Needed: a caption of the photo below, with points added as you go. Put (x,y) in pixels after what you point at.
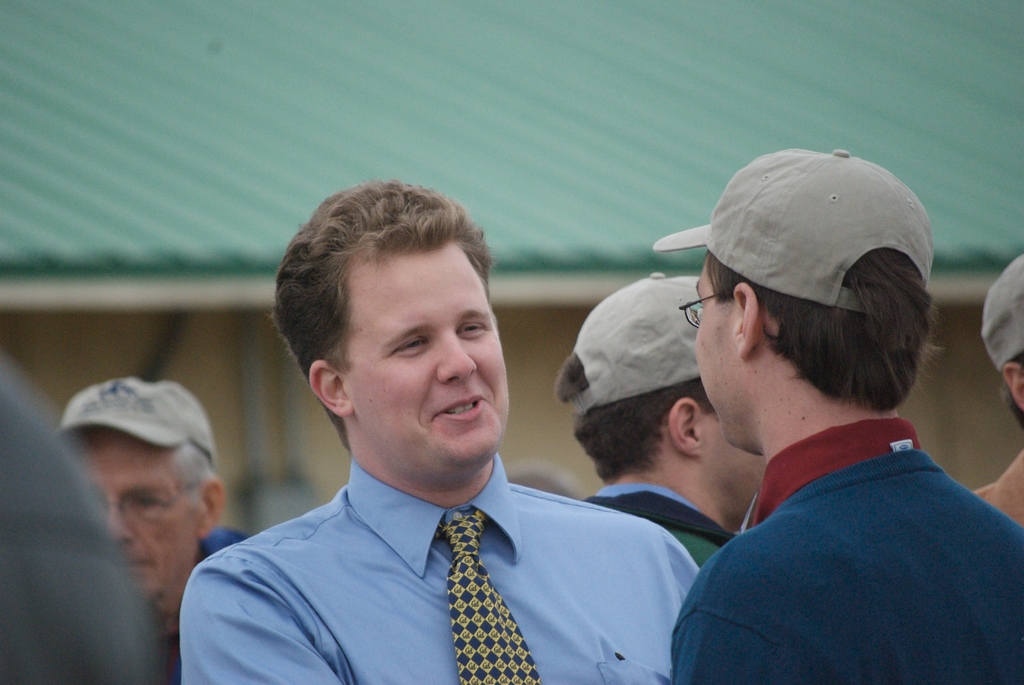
In this image there are group of persons (551,494), there are persons (586,568) truncated towards the bottom of the image (600,624), there is a person (997,356) truncated towards the right of the image (1000,329), there is an object (52,514) truncated towards the left of the image (64,527), the persons (99,444) are wearing cap (757,178), there is the wall (533,395), there is the roof (812,97) truncated towards the top of the image (511,127).
